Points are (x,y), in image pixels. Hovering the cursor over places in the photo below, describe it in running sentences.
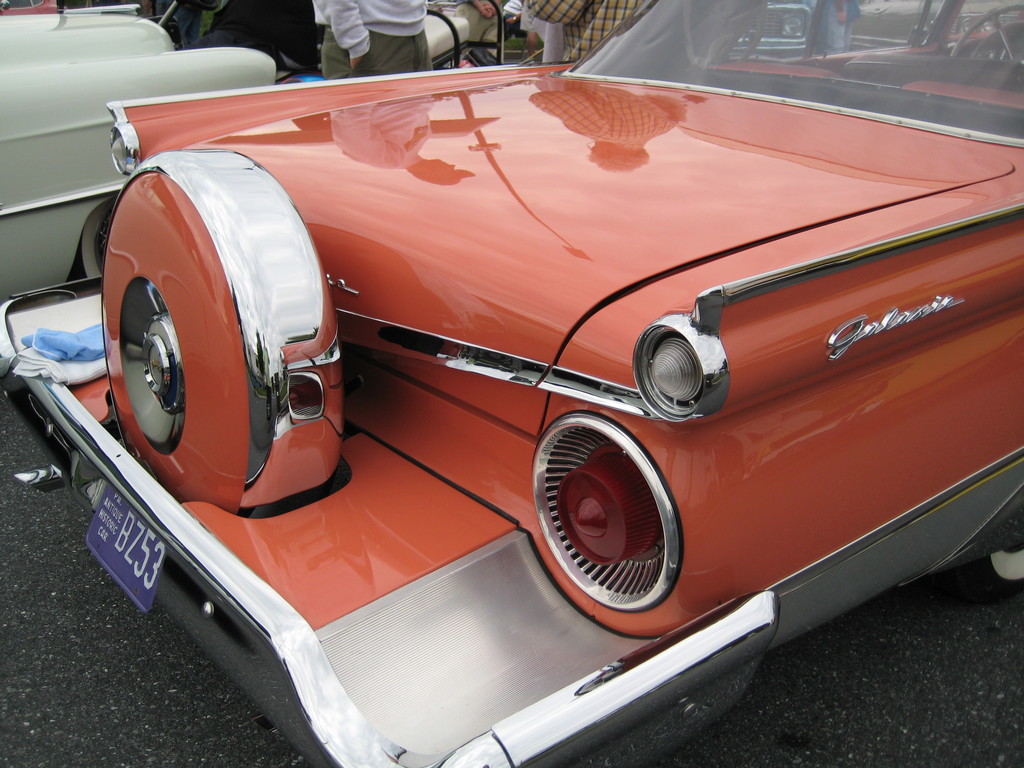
In this image I can see few vehicles (168,266) on the road (96,667). These vehicles (284,440) are in different color. And I can see the name (861,325) written on one of the vehicle (537,432). And there is a purple color board (117,556) can be seen to the vehicle (204,555). To the side of the vehicle (537,104) I can see few people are standing and these people (488,33) are wearing the different color dresses (407,61).
